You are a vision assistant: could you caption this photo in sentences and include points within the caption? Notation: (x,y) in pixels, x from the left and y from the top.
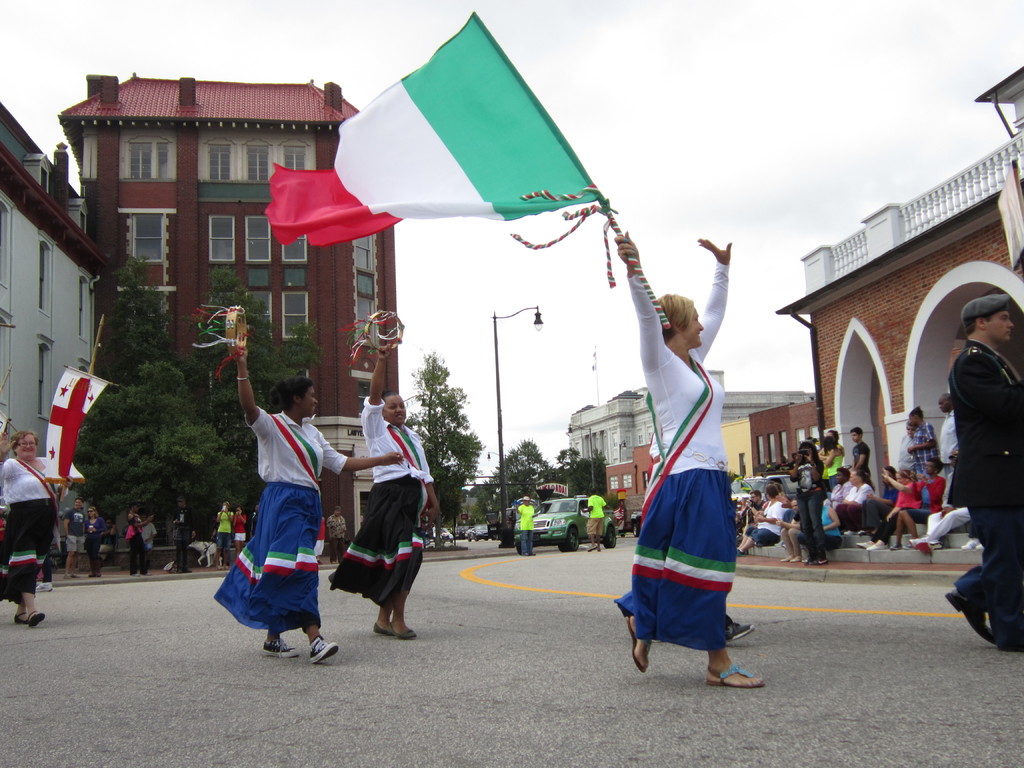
In this image we can see four women (689,507) are walking on the road (315,721). In the background (563,533), we can see vehicles (539,519), pole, trees (472,466), buildings (347,353) and people (151,521). At the top of the image (708,54), we can see the sky (863,46). On the right side of the image (980,422), we can see a man (999,410). In the foreground (690,492) we can see a woman (674,352) is holding flag (559,177) in her hand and two women (303,427) are holding musical instruments (243,326) in their hand (243,353). On the left side of the image (22,498), we can see a woman (26,484) is holding a flag (57,440).
